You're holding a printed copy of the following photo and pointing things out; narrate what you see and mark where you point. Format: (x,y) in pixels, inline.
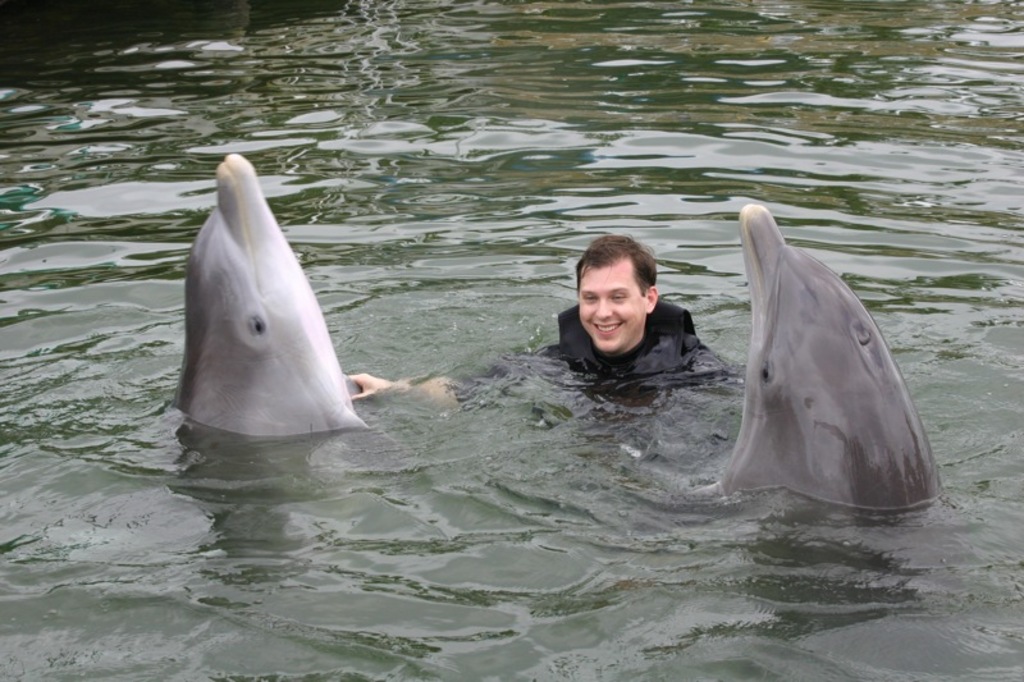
The picture consists of a water body (505,217). In the foreground of the picture (831,486) we can see dolphins (798,417) and a man (566,350).
